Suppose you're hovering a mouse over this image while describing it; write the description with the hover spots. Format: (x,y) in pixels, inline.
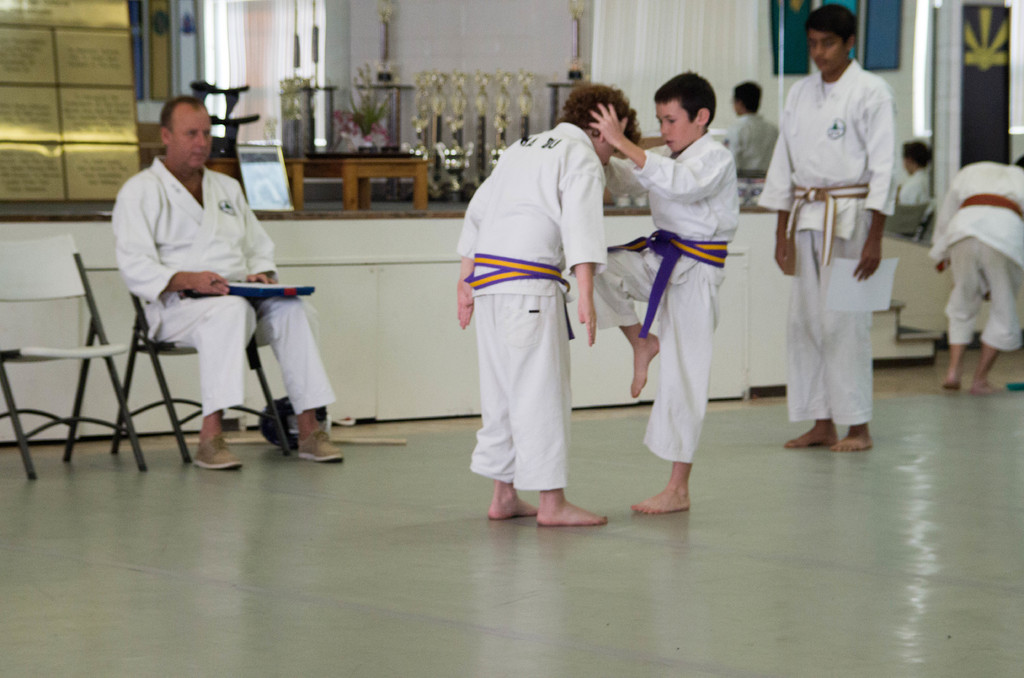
Here we can see a couple of children (687,431) practicing martial arts and at the left side (292,299) we can see their master (175,111) sitting on chair (186,353) and examining.
